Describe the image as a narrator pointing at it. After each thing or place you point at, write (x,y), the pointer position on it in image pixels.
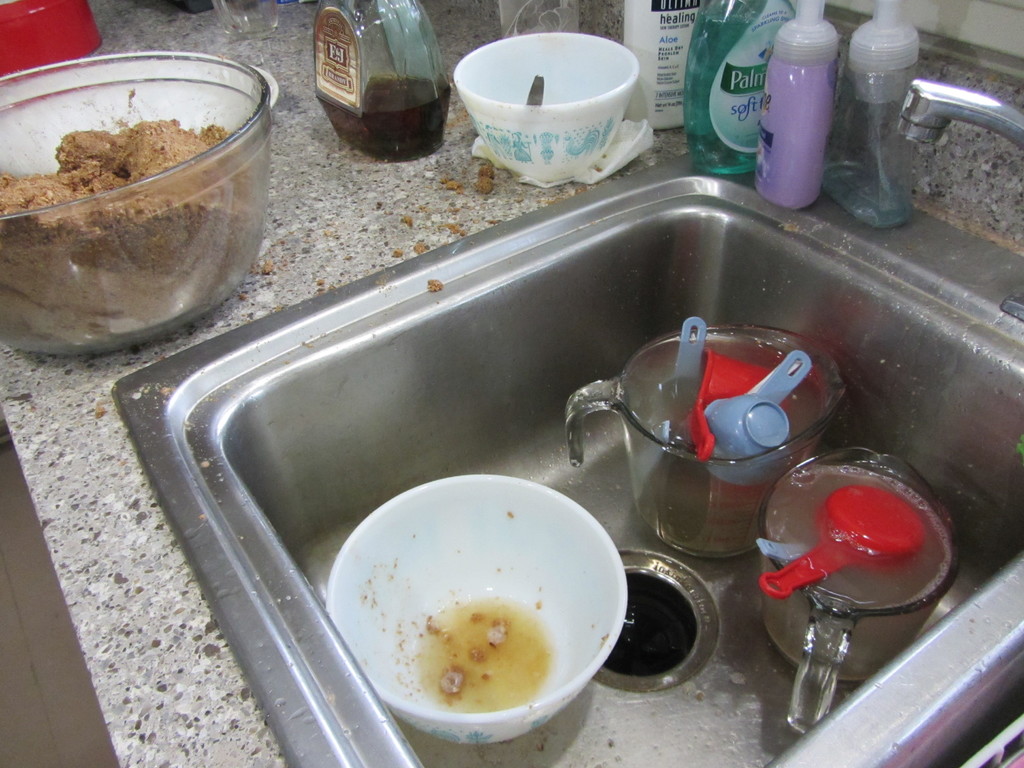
in this picture there are bowls (504,586), mugs (698,494) and spoons (719,375) in the kitchen sink (527,357). Beside to it there are bottle (379,117), sanitizers (733,37), tissues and bowls (521,117).
